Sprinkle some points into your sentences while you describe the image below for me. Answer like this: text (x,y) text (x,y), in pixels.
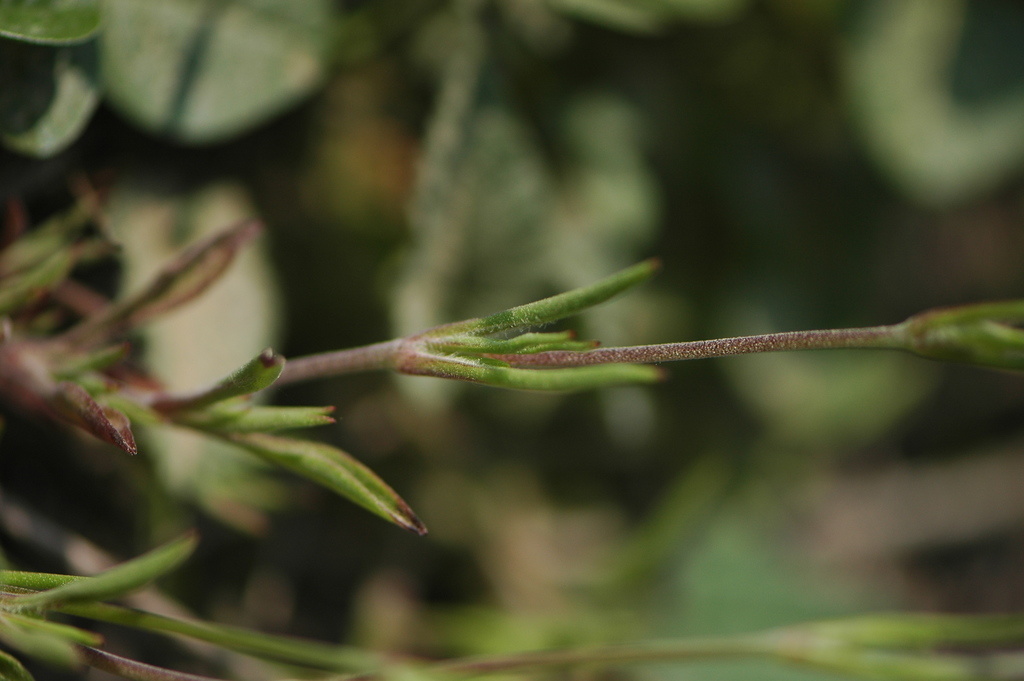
In this image in the foreground (500,362) there is a stem (530,358) of a plant (809,334), and there is blurry background (695,31).
